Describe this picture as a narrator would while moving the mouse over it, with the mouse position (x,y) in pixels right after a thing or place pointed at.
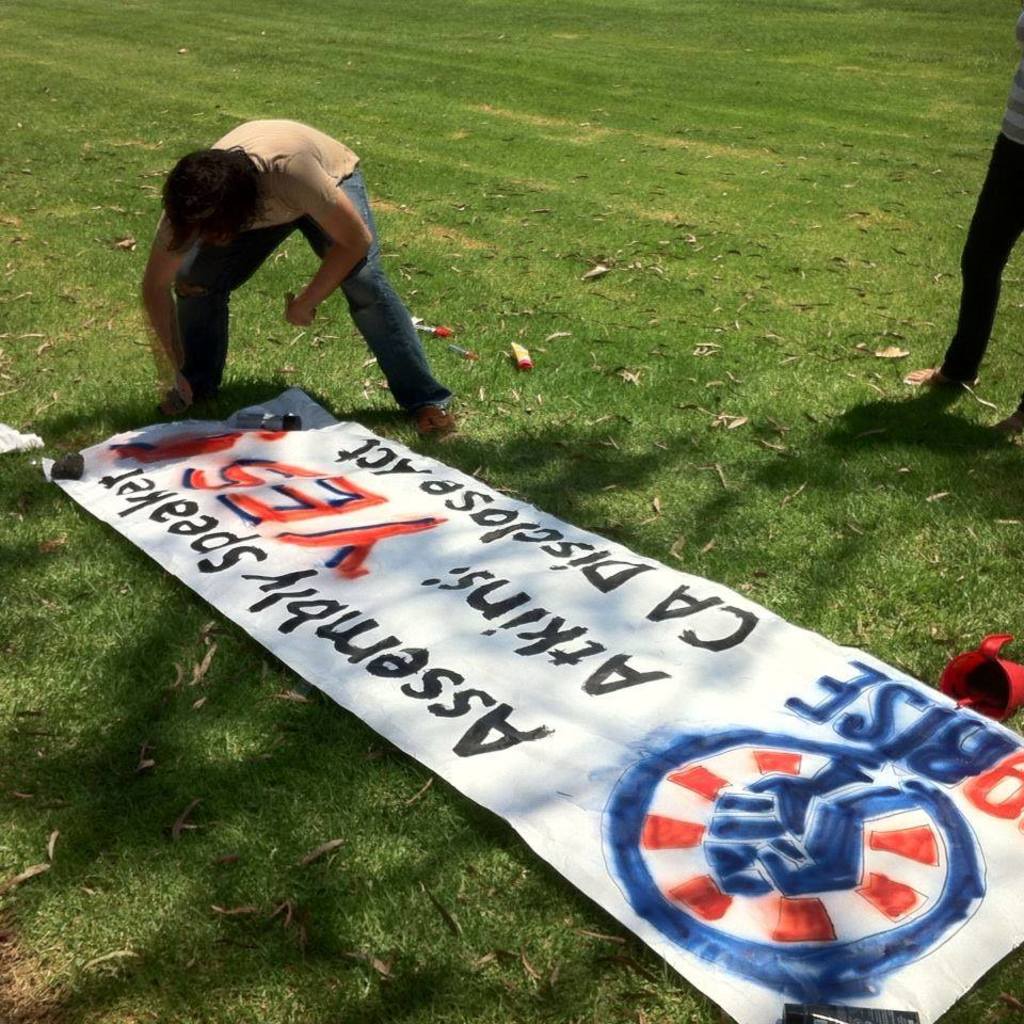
In this image, we can see a banner (547,653) and some other objects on the ground (318,832) and there are some other people (246,216).
